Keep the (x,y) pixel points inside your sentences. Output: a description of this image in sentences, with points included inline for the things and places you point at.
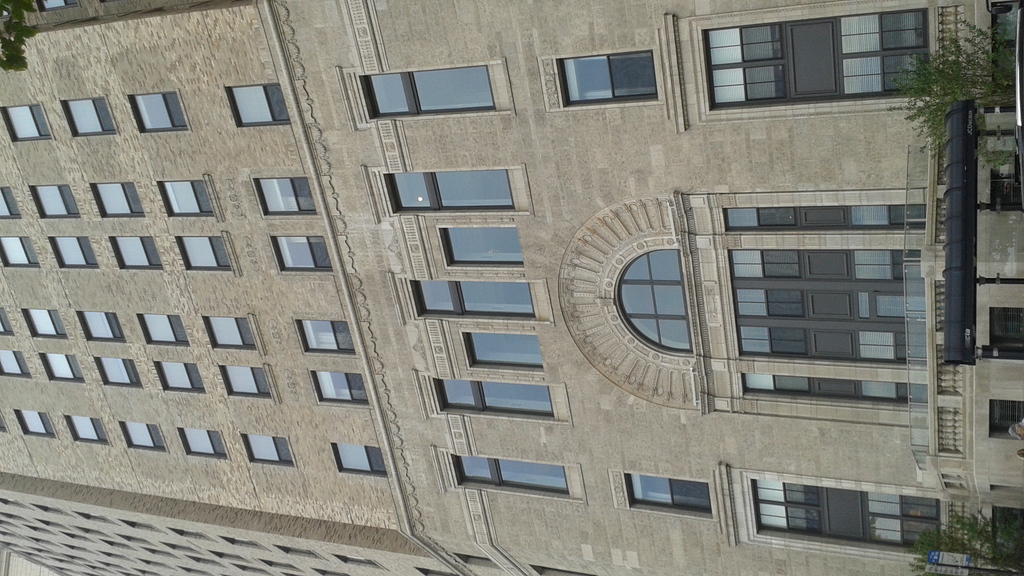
In this image there is a building (324,280) and on the right side (977,84) in front of the building (933,362) there are trees (969,74).
